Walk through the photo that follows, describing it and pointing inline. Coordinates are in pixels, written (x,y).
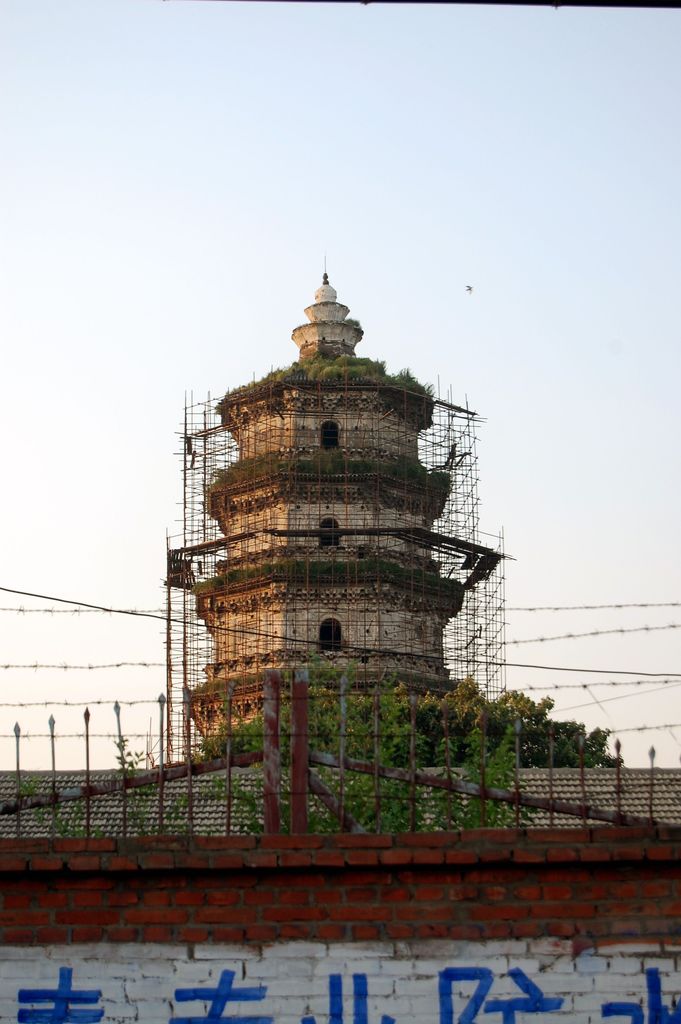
In this image there are iron grills (419,780), a wall (629,869), trees (319,746), a building under construction (367,629), and in the background (391,319) there is sky (477,388).
